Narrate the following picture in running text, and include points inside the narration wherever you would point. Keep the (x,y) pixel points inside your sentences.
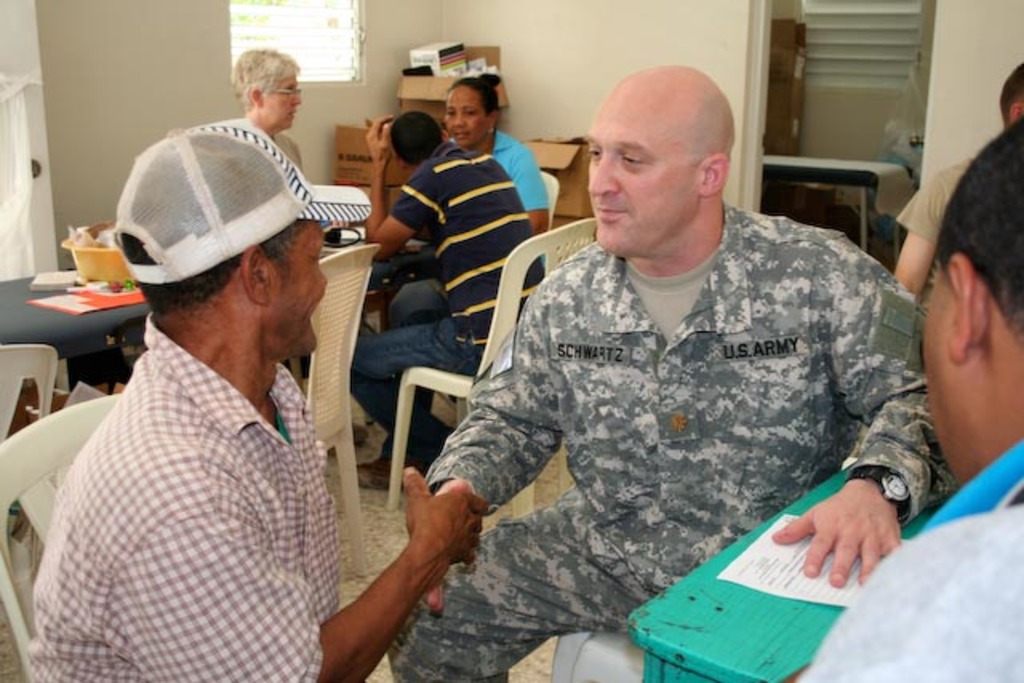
In this image these people (466,350) sitting on the chairs (518,497). In the center (557,435) there are two men (428,516) shaking hands (430,538). To the left (65,314) there is a table (48,327). On the table (80,316) there are papers (60,278) and a basket (84,248). In the background (102,64) there is a wall (578,32). There are boxes (571,146) near to the wall (368,109). At the top (281,16) there is a window (315,14) to the wall (375,10). To the right (857,112) there is another room (864,125).
